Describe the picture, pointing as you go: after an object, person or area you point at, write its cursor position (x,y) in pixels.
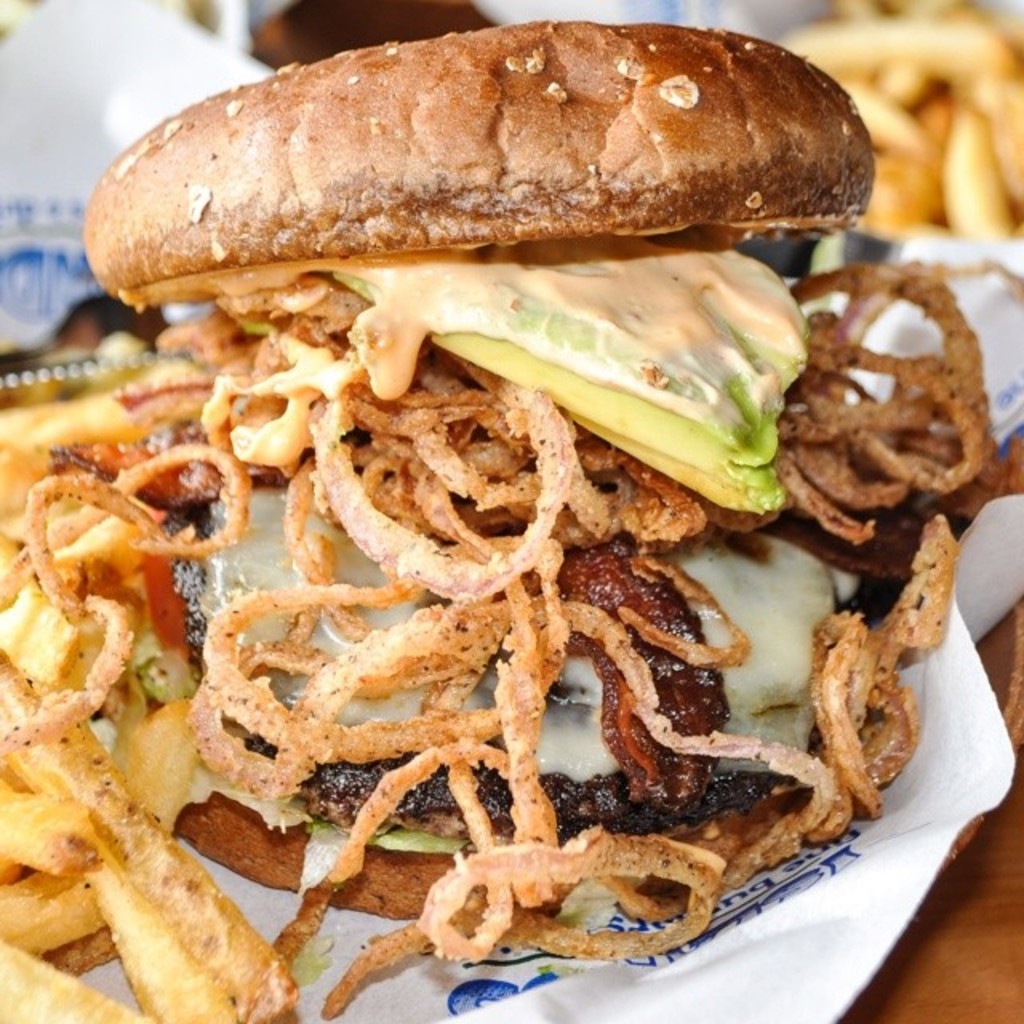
In this picture we can see food item (628,583) and tissue paper (775,905) are present on the table (953,942).
